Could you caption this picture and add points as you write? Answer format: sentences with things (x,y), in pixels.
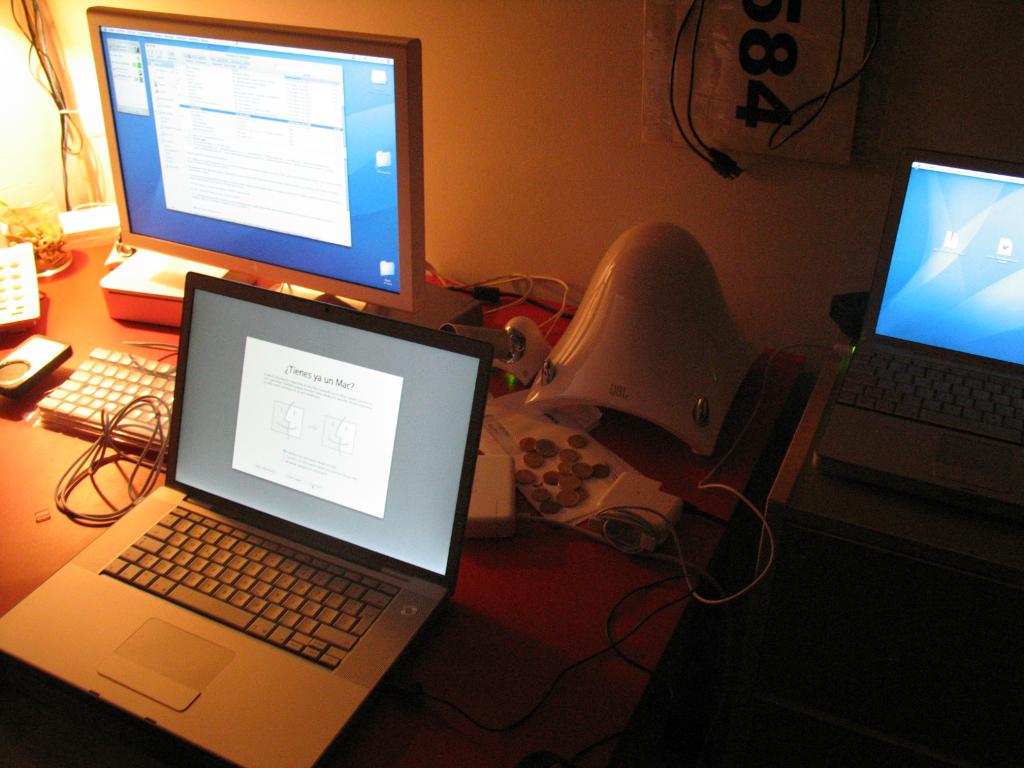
This is a wooden table (519,650) where a computer (160,246) with keyboard (111,408), a laptop (198,433) and electrical extension box (670,501) are kept on it. We can observe a laptop (1004,424) on the right side (1019,442) as well.
